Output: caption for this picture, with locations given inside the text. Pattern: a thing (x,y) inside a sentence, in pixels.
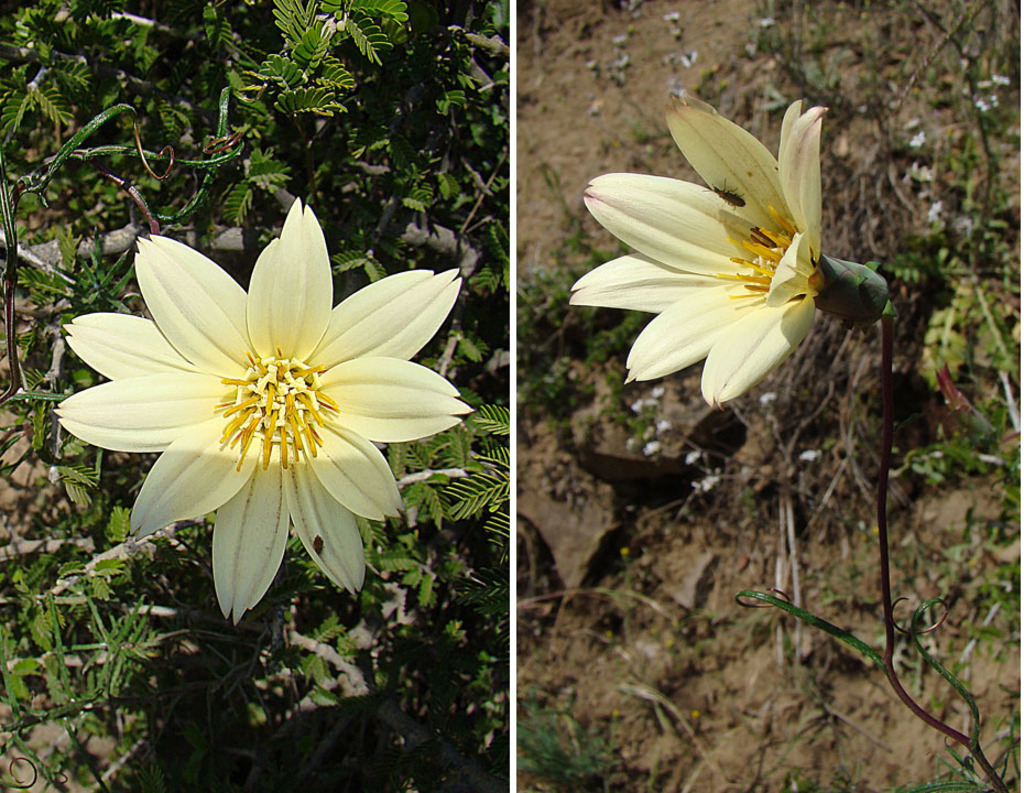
This image is a collage of two images. This image is taken outdoors. Both are different images. On the left (177,625) image in the background (119,611) there are a few plants (134,126) and in the middle of the image (348,301) there is a flower (260,409). In the right (709,528) image in the background (710,543) there is a ground (808,630) and there is a plant (955,311). In the middle of the image (669,318) there is a flower (784,285) and there is an insect (734,194) on the flower (737,215).
